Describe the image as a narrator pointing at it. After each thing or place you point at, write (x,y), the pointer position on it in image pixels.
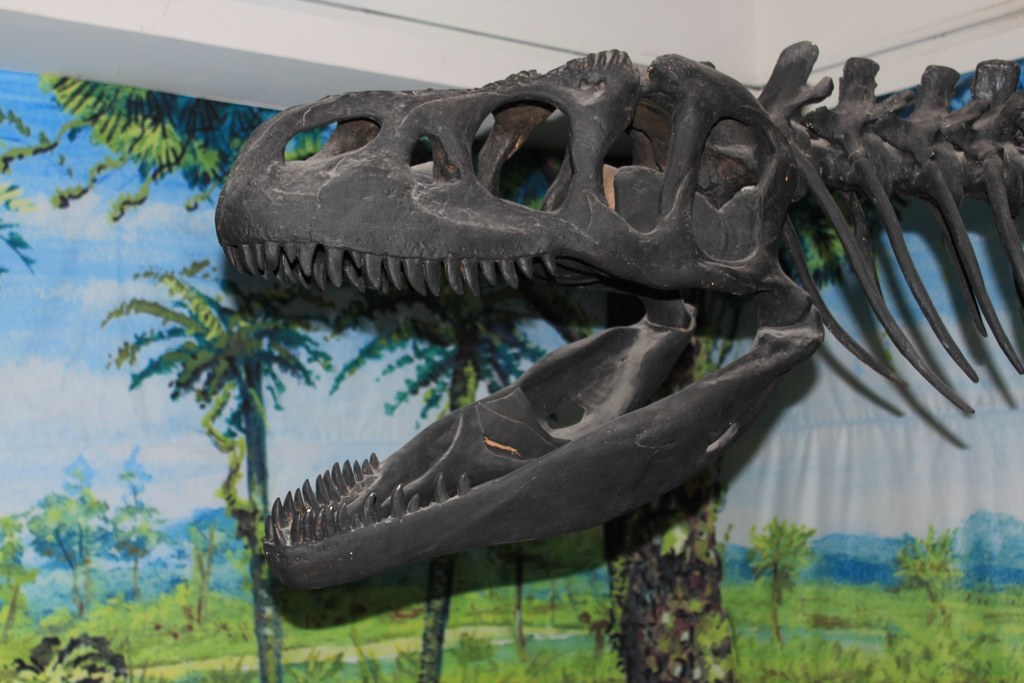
In the picture there is a skull (423,119) of an animal (408,117) present, beside there is a cloth (233,647) with the painting (118,479), there are trees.
